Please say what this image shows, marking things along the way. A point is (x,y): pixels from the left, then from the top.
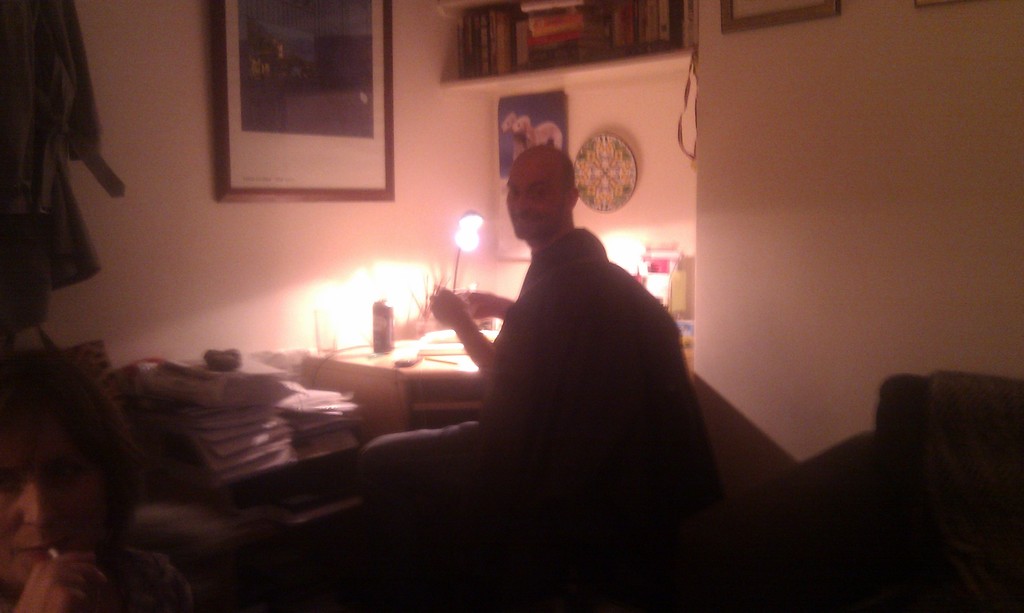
In this image we can see a man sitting beside a table (362,381) containing a bottle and some objects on it. We can also see some papers (308,403) on a table (295,502), some clothes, a group of books (521,68) placed in a shelf (612,65), a plate (597,196) and some frames (385,142) on a wall (343,223). In the foreground (160,570) we can see a woman (150,562).
